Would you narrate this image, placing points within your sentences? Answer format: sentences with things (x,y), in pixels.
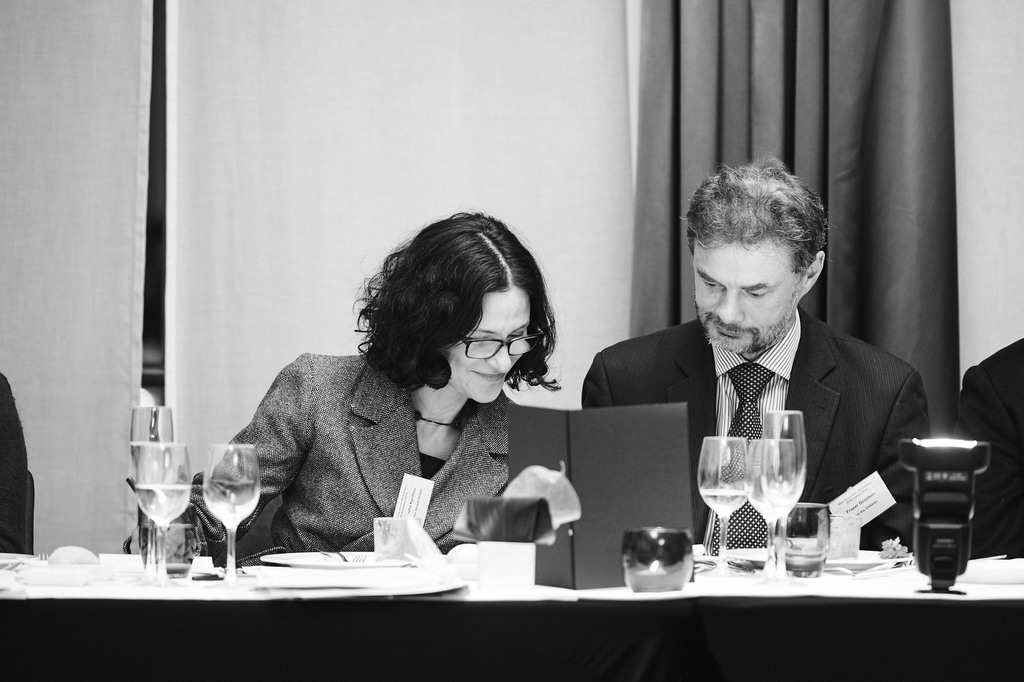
In this picture we can see two people (811,460) sitting on the chair (276,511) in front of the table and on the table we have some glasses (188,470) and some things (533,421) on it.
